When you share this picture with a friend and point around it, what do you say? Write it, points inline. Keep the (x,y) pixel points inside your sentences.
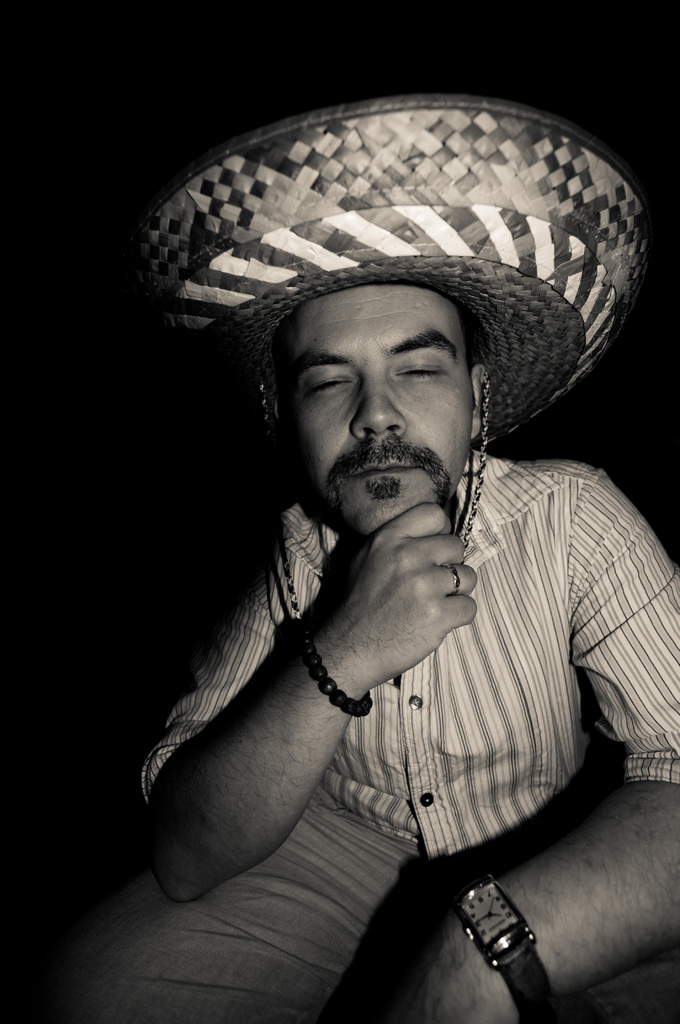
In this image I can see a person (318,381) wearing a hat (269,173) and background (59,737) is dark.
